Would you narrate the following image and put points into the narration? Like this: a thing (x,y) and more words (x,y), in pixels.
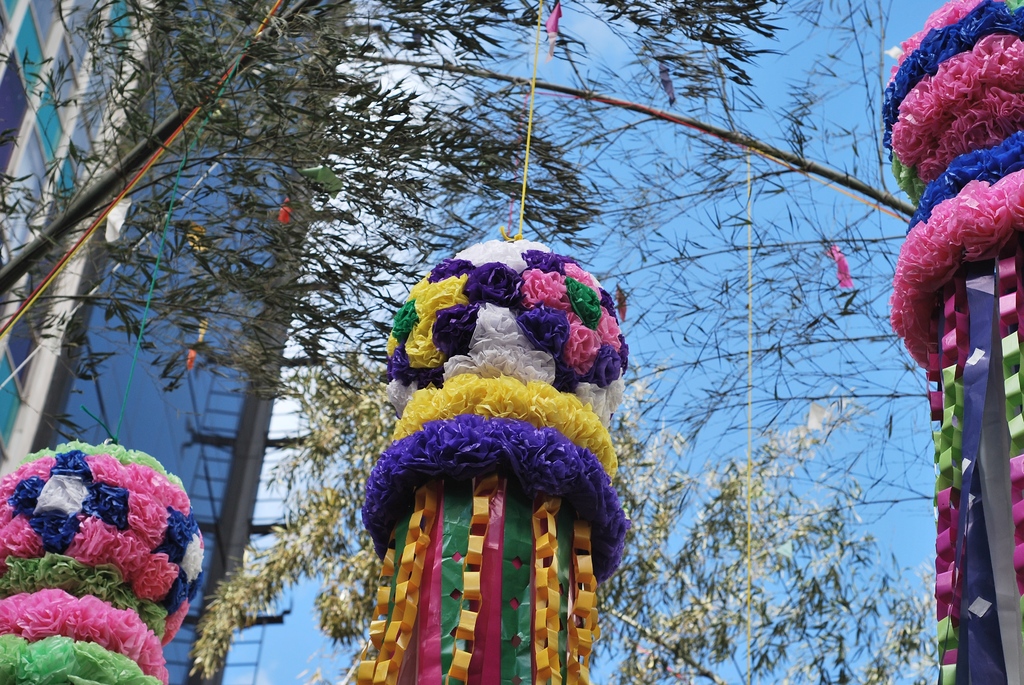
In this image we can see the decorative items (537,454) tied to a tree (464,71). In the background (219,397), we can see a building (237,397) and sky (808,255).
